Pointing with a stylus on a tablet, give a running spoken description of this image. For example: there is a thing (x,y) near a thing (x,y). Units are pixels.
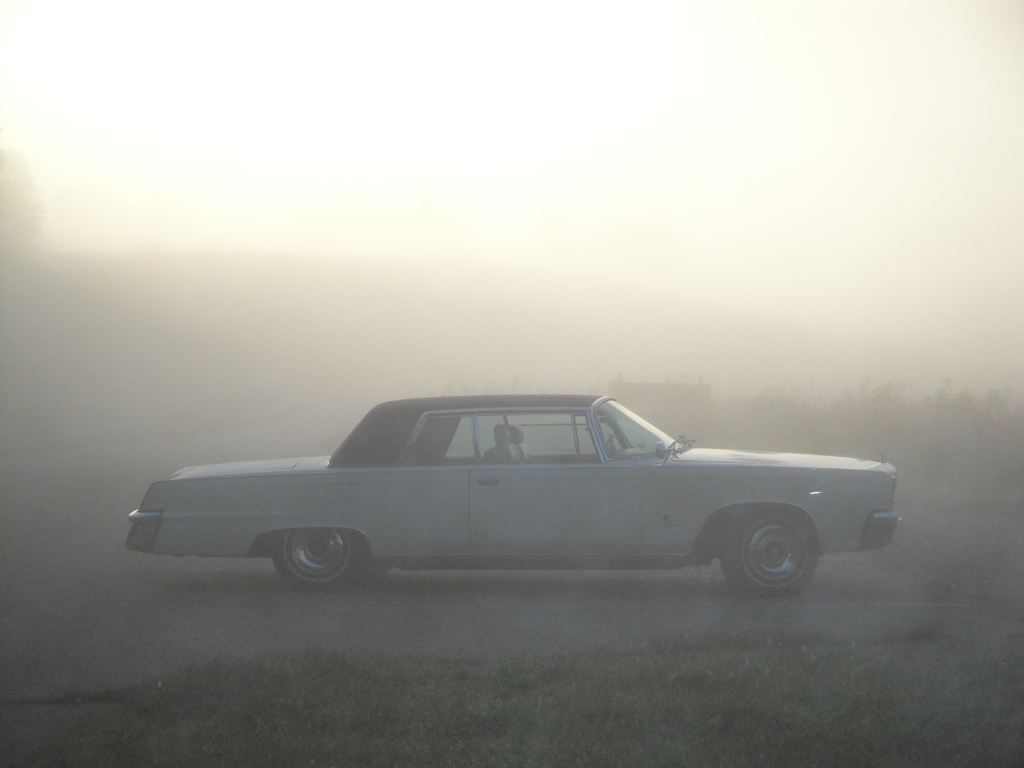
In the middle (386,447) it is a car (148,528) and it is completely foggy.
